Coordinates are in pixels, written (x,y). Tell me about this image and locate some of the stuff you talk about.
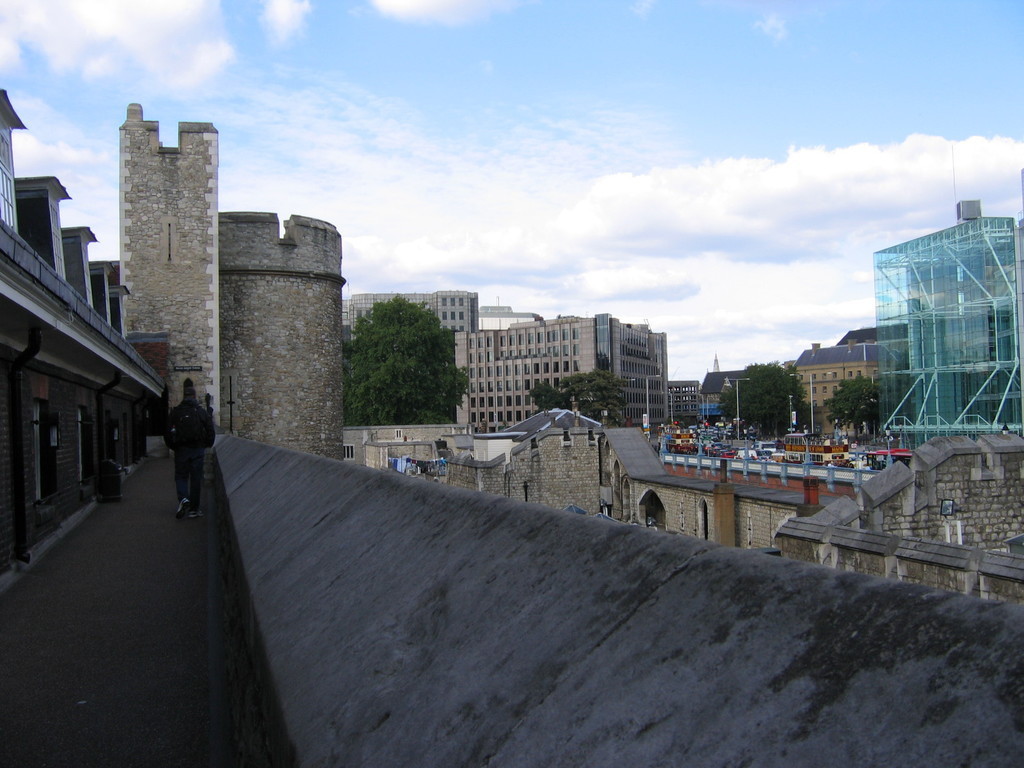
In this picture we can see buildings (628,397), trees (404,391), poles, and vehicles (680,431). There are boards (671,440). Here we can see a person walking on the floor (139,736). In the background (311,193) there is sky (716,186) with clouds (716,186).
